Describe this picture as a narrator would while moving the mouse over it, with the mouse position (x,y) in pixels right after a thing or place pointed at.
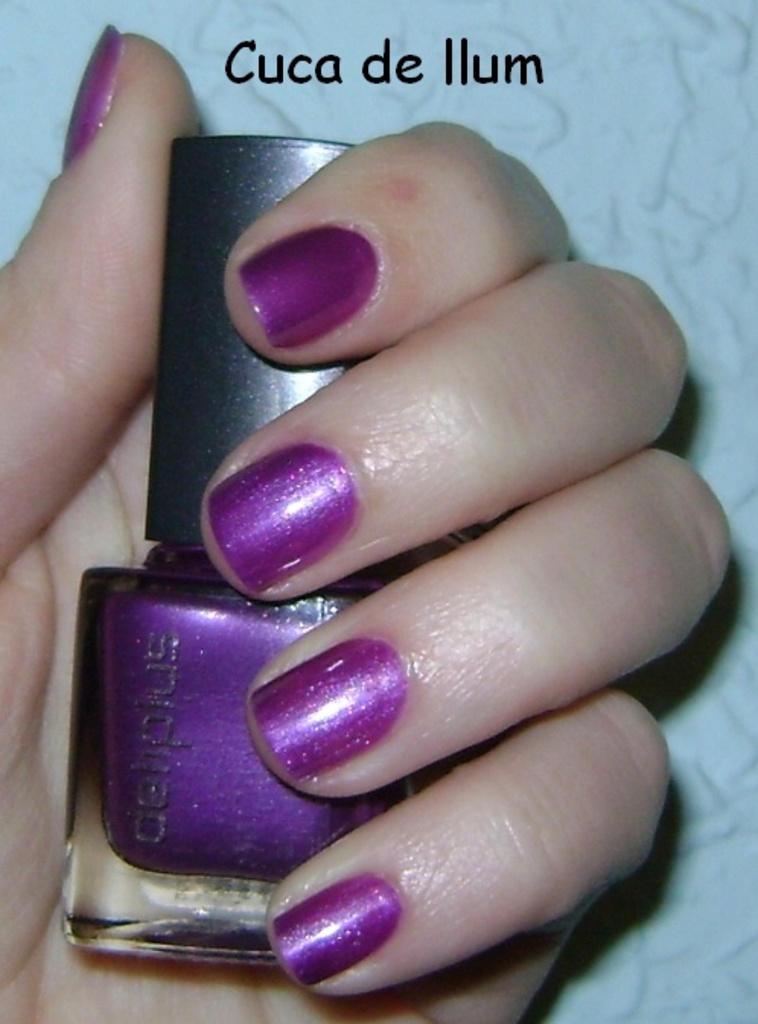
In this picture I can see a nail polish bottle (185,574) in the human hand (51,574) and I can see text (400,79) at the top of the picture (297,79).
